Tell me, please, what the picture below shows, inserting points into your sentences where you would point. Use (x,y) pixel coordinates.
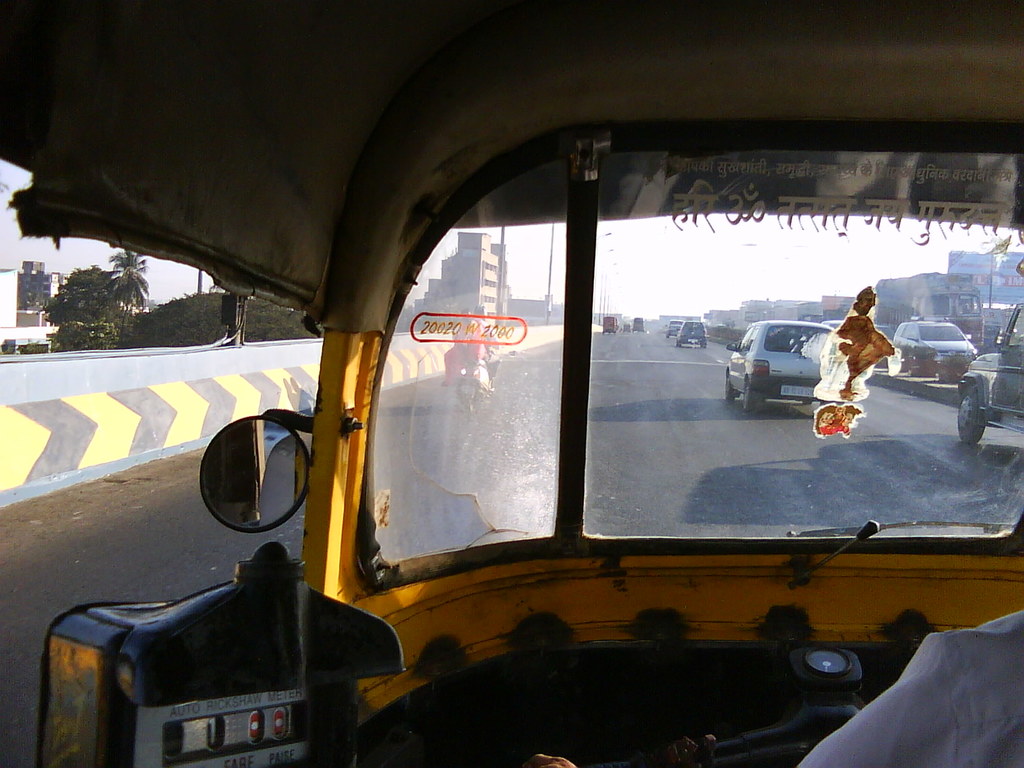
In this picture I can observe a road (593,487). This picture is taken from an auto rickshaw (418,605). I can observe some cars (745,344) moving on the road (720,346). In the background (157,295) there are trees (102,308), buildings (475,278) and sky (678,262).
